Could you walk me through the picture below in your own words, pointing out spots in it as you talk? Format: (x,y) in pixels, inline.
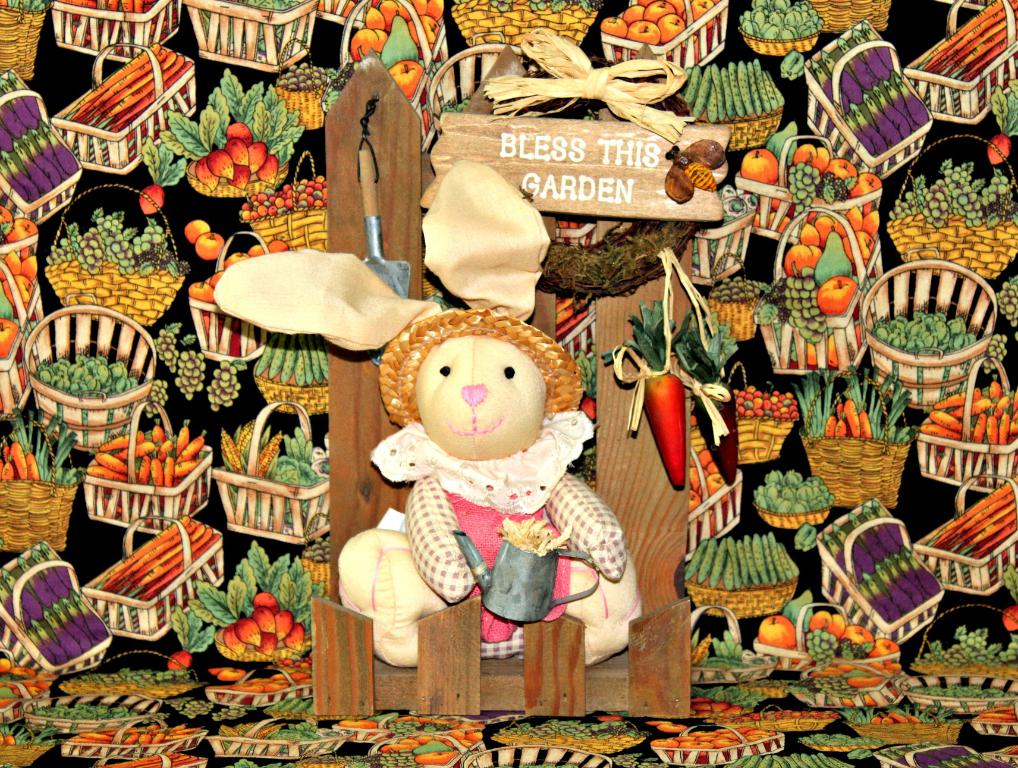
In the center of this picture (516,421) we can see a soft toy (487,519) wearing pink color dress (496,542), holding some object (504,559) and sitting on a wooden stand (357,110) and we can see there are some objects (651,279) hanging on the wooden object (370,649). In the background (642,30) we can see the pictures (160,284) of baskets (97,145) containing fruits (821,672) and vegetables (60,467) and we can see the picture (692,153) of an insect (678,164) on the wooden board (555,148) and we can see the text (535,152) on the board (491,141).
